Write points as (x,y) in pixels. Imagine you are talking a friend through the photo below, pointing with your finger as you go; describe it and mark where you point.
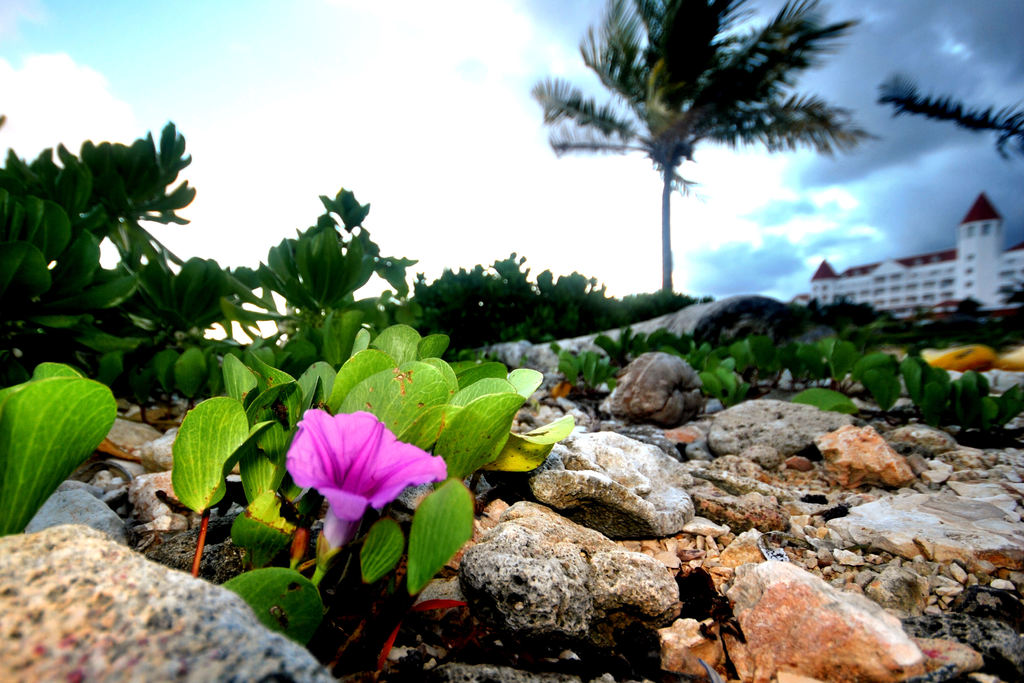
We can see flower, stones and plants (303,567). In the background (126,137) we can see building (1009,275), trees (513,298) and sky (403,130) with clouds (408,108).
